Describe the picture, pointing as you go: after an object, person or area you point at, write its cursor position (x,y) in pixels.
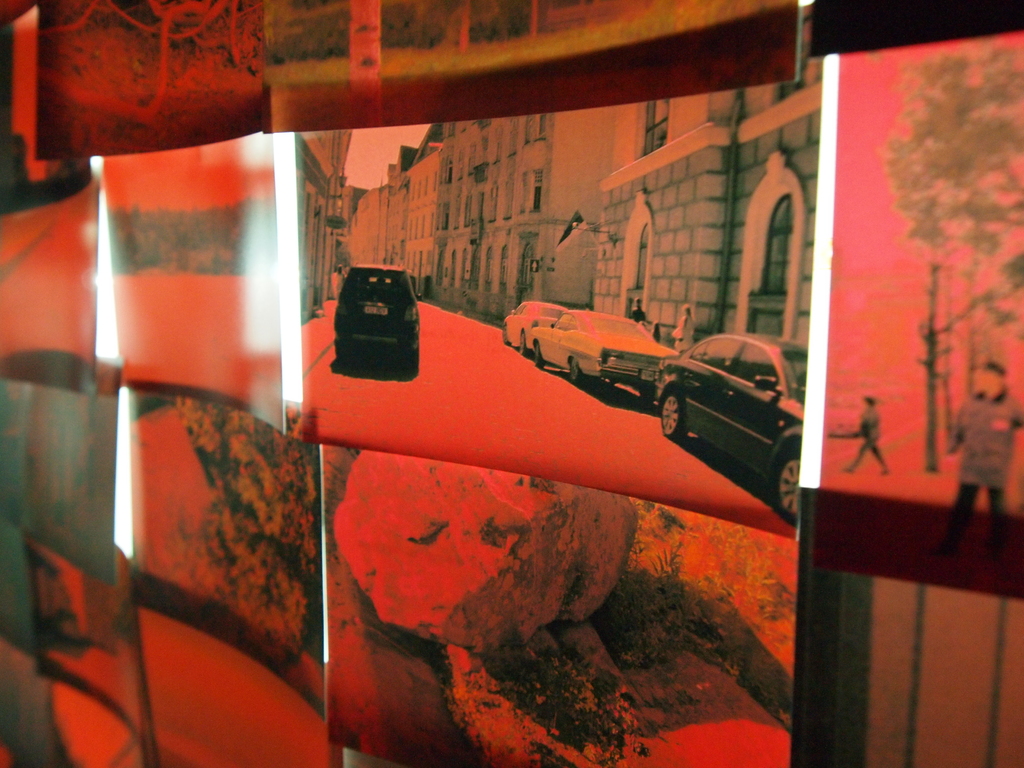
In this image I can see many photos (384,592). In the photos (346,429) I can see many vehicles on the road (476,413). On both sides of the road (458,413) I can see many buildings (318,305). In the background (363,151) I can see the sky (356,169). I can also see few people (962,489) and trees (927,214) in the photos (358,661).
